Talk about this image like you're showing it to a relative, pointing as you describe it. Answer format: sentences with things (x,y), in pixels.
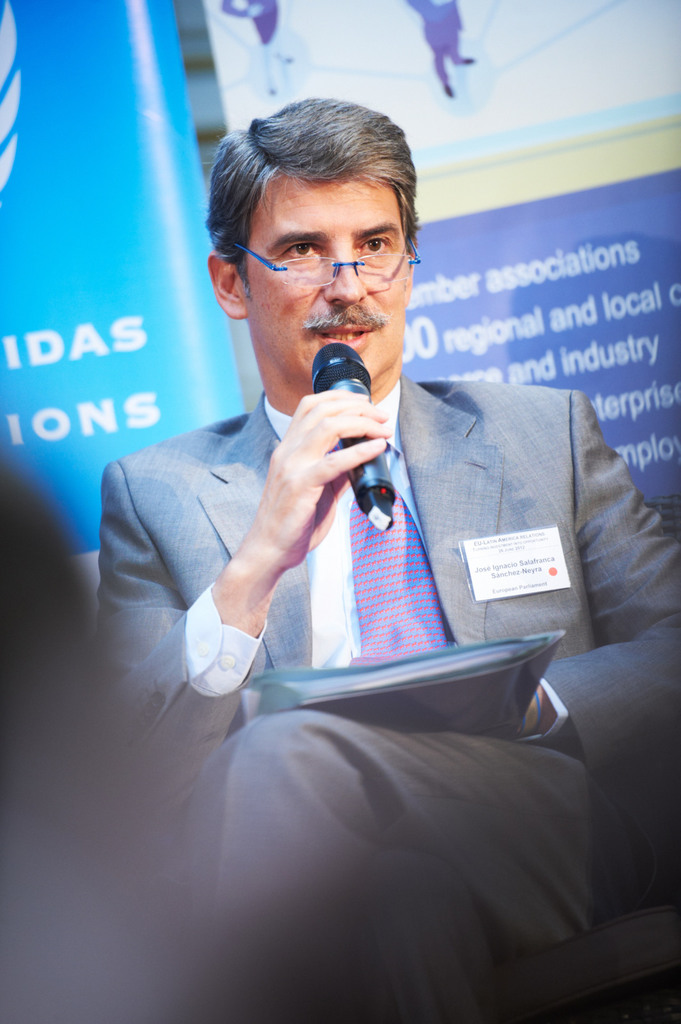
This person (360,883) is sitting on a chair (663,949), holds file (456,667) and talking in-front of mic (343,389). Backside of this person (366,302) there are banners (421,98).
